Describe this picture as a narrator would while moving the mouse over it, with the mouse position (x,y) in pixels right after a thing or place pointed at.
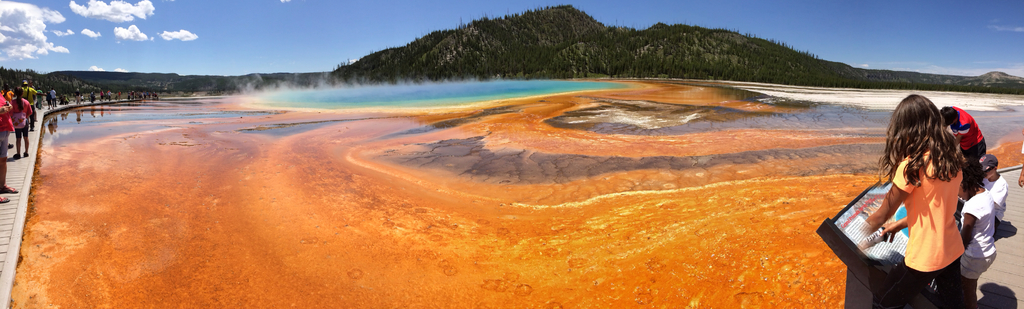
In the bottom right corner of the image (958,244) few people (918,112) are standing. In the middle of the image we can see water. Behind the water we can see some hills (32,75). At the top of the image (1018,39) we can see some clouds (19,56) in the sky (957,47). On the left side of the image (6,140) few people (6,140) are standing.
